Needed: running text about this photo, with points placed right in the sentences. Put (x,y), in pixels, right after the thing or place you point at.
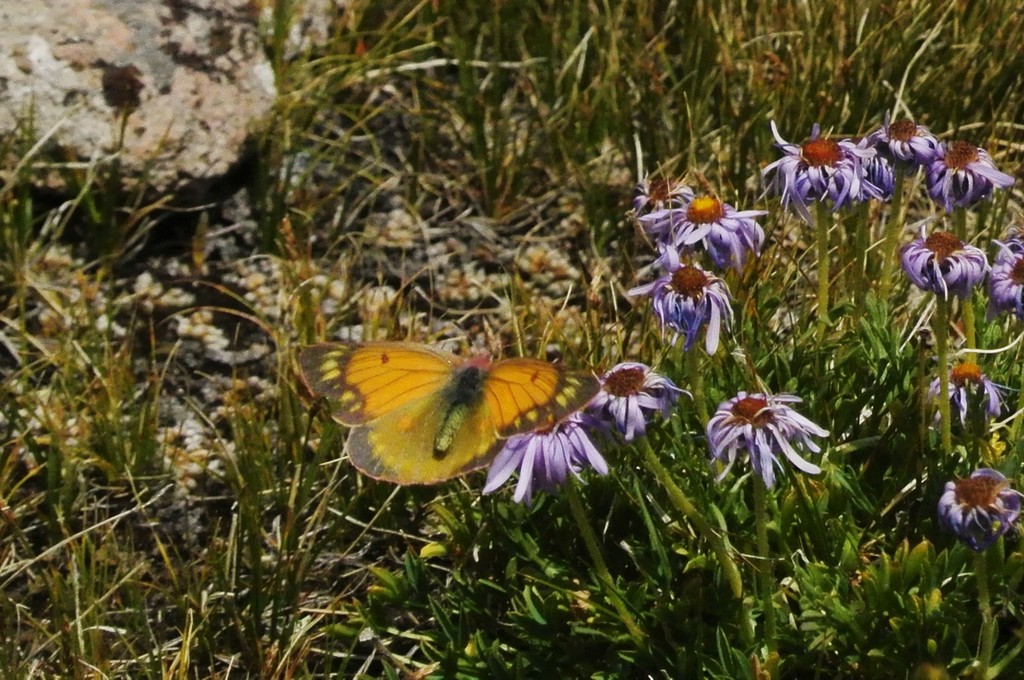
In the center of the image (639,335) we can see plants (833,558), grass (307,276), one stone (225,79) and flowers (1008,259), which are in violet and brown color. On the flower (593,449), we can see one butterfly (460,455), which is in yellow and brown color.
